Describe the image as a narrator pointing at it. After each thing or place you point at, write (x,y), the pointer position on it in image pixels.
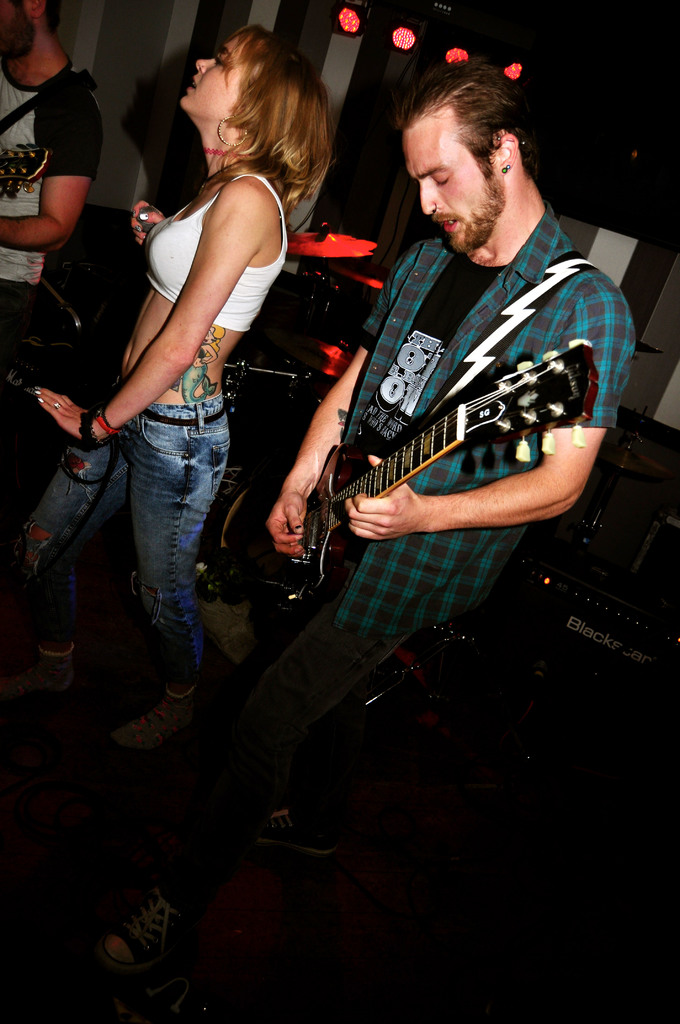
This 3 persons (472,536) are standing on a floor (5,702). This person (372,520) is playing a guitar (346,477). Backside of this 3 persons (31,71) there are musical instruments (283,372). On top of the picture (352,3) there are focusing lights (341,12).
